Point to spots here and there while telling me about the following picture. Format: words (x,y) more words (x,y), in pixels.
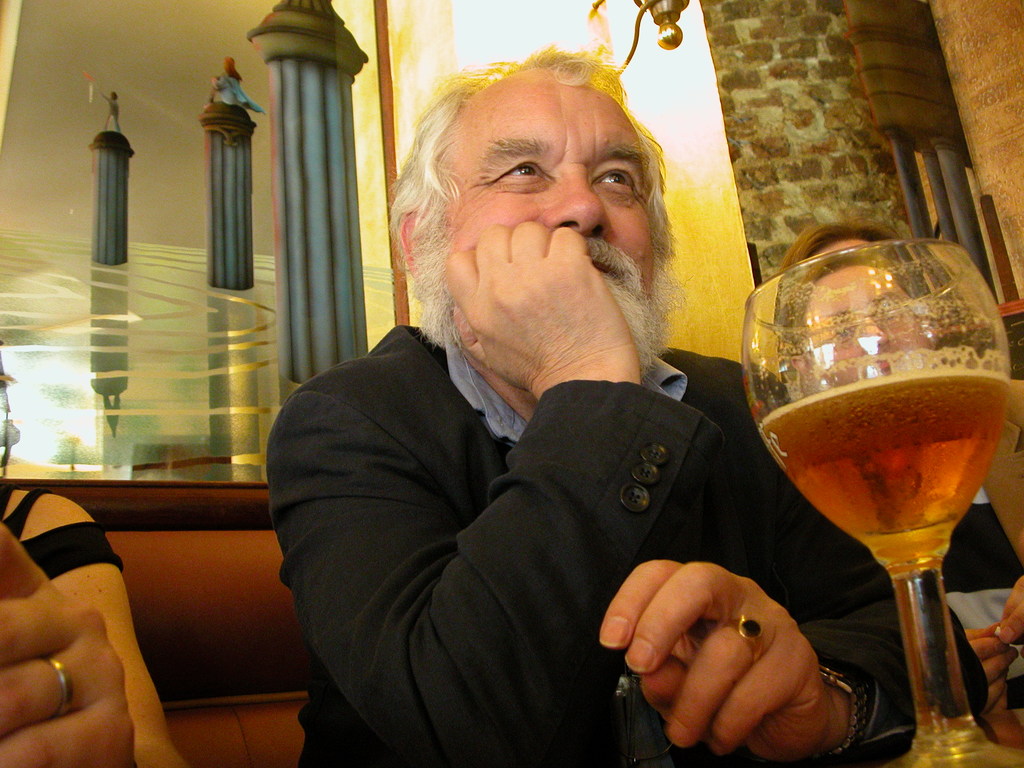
In this image we can see three persons (77,568) sitting on the couch (264,654), there is a glass (921,528) with drink (869,453) in front of the person (763,491), in the background (168,194) there is a picture frame (243,189) and an object (902,75) near the wall (815,85).
